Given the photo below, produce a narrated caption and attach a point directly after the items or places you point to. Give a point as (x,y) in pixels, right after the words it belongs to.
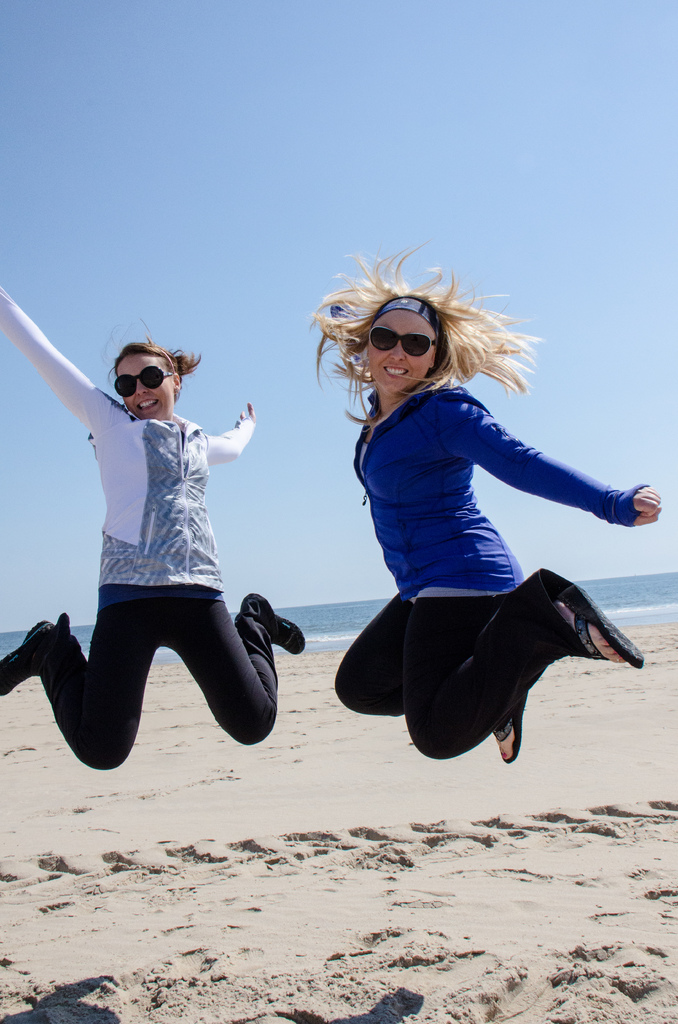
In this image in the center (434,533) there are persons (176,534) jumping and smiling and there is sand (363,804) on the ground (363,804). In the background (369,609) there is an ocean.
